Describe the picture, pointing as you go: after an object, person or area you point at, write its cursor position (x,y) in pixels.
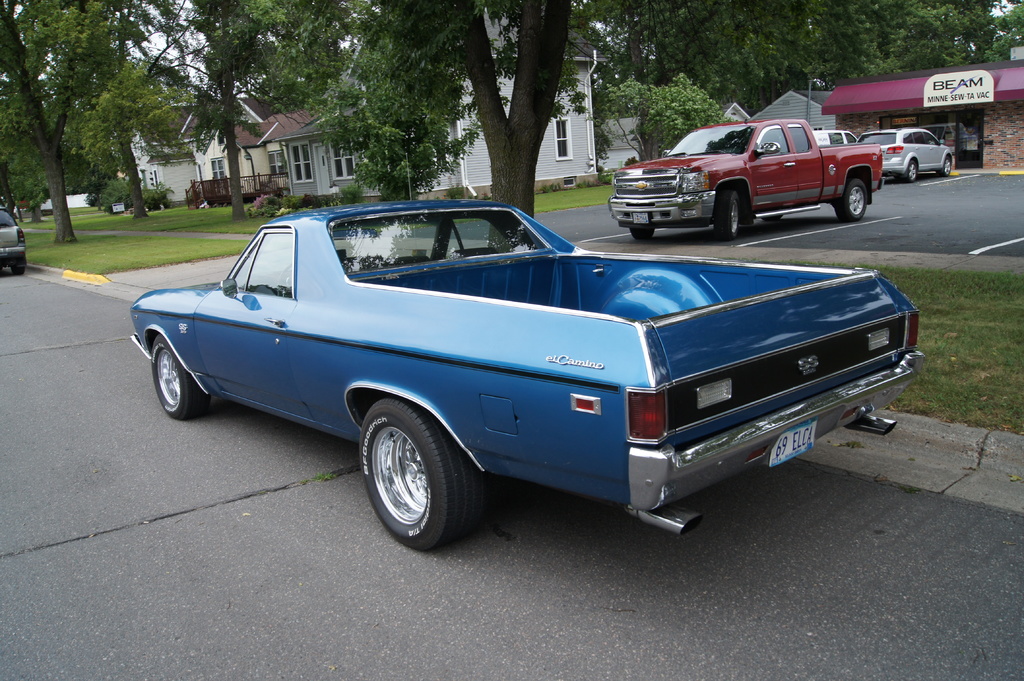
In this image I can see few vehicles (254,344) on the road (239,580). These vehicles (372,274) are in different color. In the back (51,138) there are many trees (283,8), buildings (314,133) and the sky (159,36). To the right (946,141) I can see the shed (844,114) and the name beam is written on it.
